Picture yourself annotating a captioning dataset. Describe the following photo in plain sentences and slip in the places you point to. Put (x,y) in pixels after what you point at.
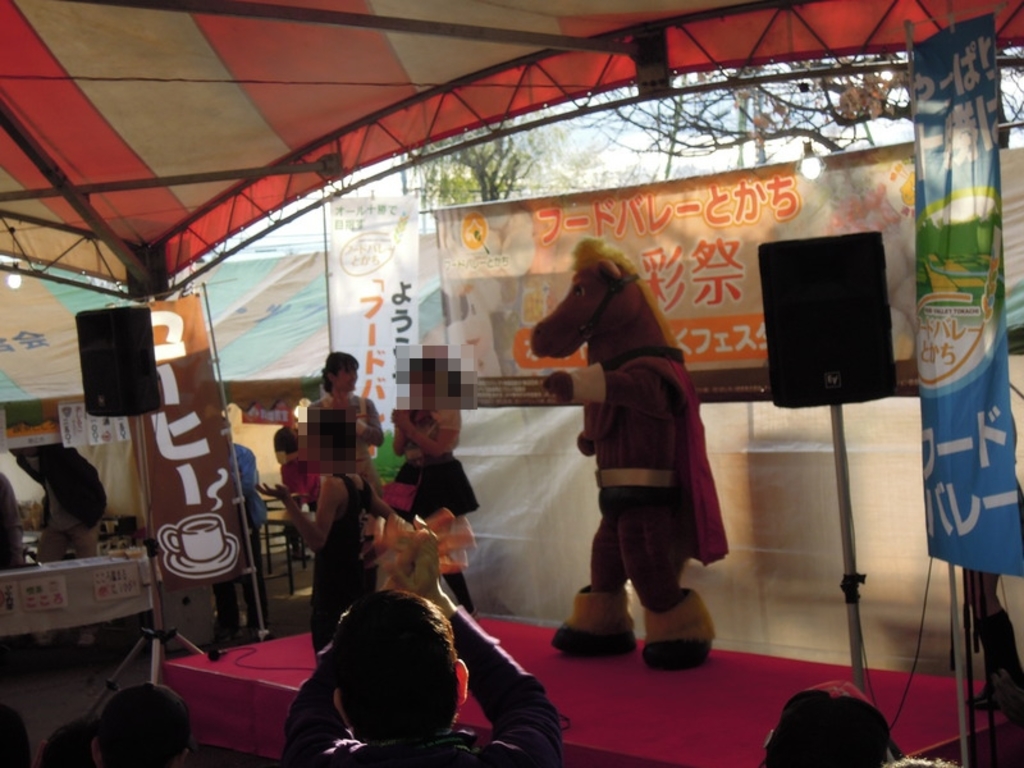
This picture describes about group of people (466,512), they are all under the tent (183,171), on the left side of the image (98,345) we can see a speaker (103,358), and we can find another speaker (797,340) on the right side of the image (797,376), in the background (187,443) we can find few hoardings (186,463) and trees (512,183).
